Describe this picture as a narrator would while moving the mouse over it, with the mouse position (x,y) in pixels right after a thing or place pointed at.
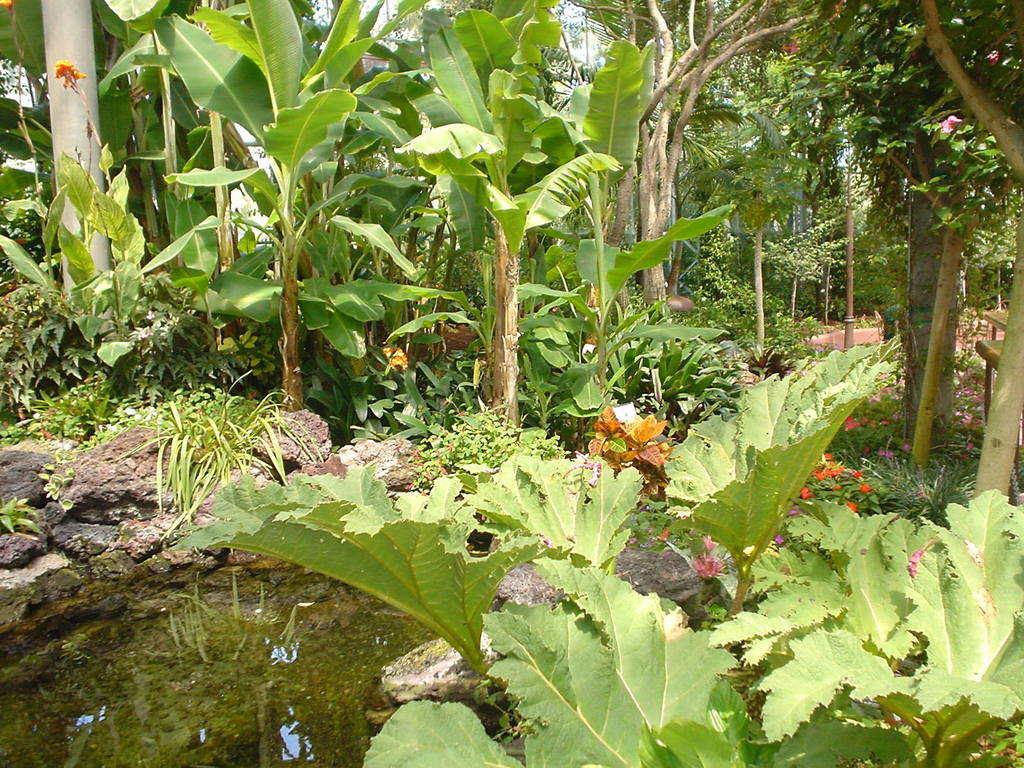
In this image we can see plants (758,662), flowers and trees (380,206). Left bottom of the image (160,694) water (110,633) is present.
